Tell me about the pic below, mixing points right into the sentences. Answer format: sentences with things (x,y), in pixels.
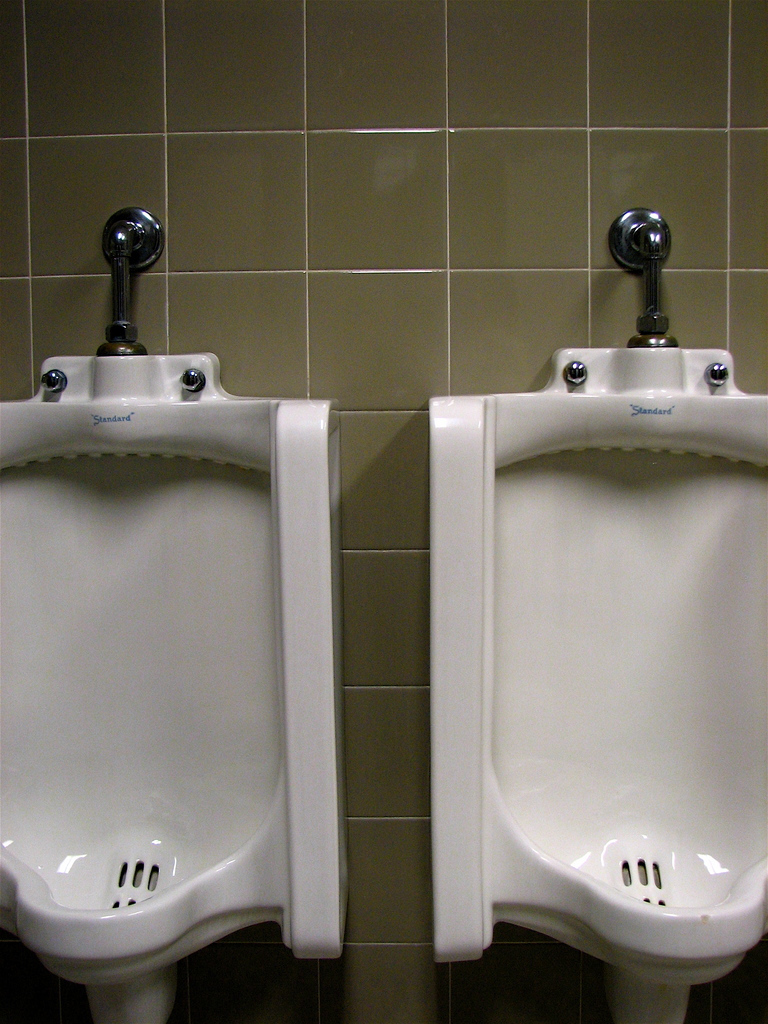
In this image we can see rods (648,299), tile wall (368,904) and Urinals (627,520).
